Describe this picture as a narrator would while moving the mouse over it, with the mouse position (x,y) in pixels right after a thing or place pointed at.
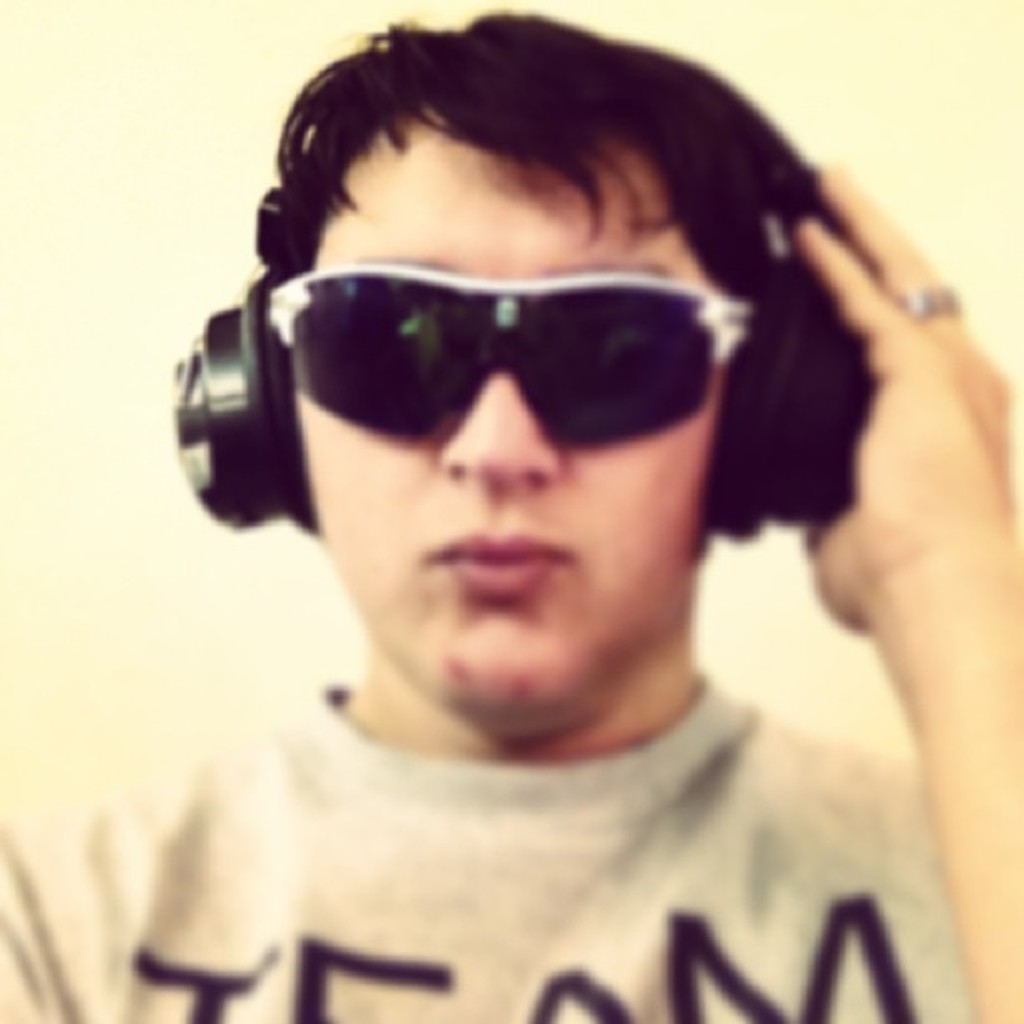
In the middle of this image (403,608), there is a person (781,178) wearing a headset (211,473) and sunglasses (328,380) and keeping a hand (894,442) on his headset (787,313). This person (835,820) is in the gray color shirt (308,889). And the background (187,638) is white in color.
